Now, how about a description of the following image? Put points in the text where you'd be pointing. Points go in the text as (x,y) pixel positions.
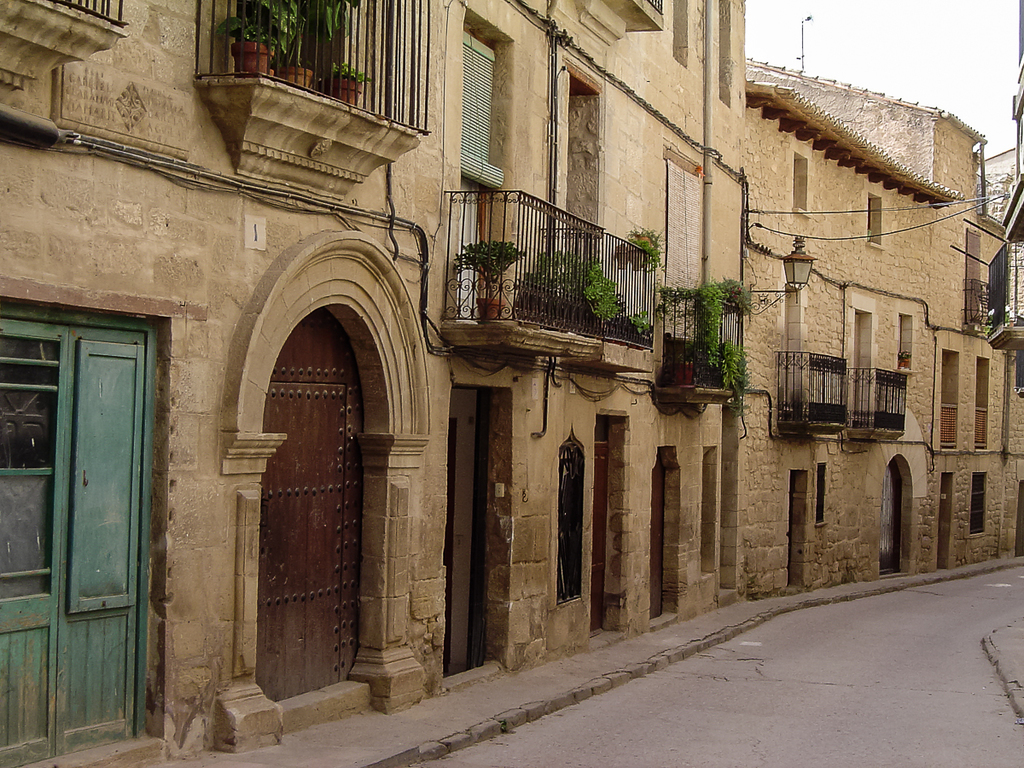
In the center of the image (471,277) we can see the sky (866,34), buildings (613,170), fences (537,232), pots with plants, doors (21,637), road (979,654) and a few objects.
